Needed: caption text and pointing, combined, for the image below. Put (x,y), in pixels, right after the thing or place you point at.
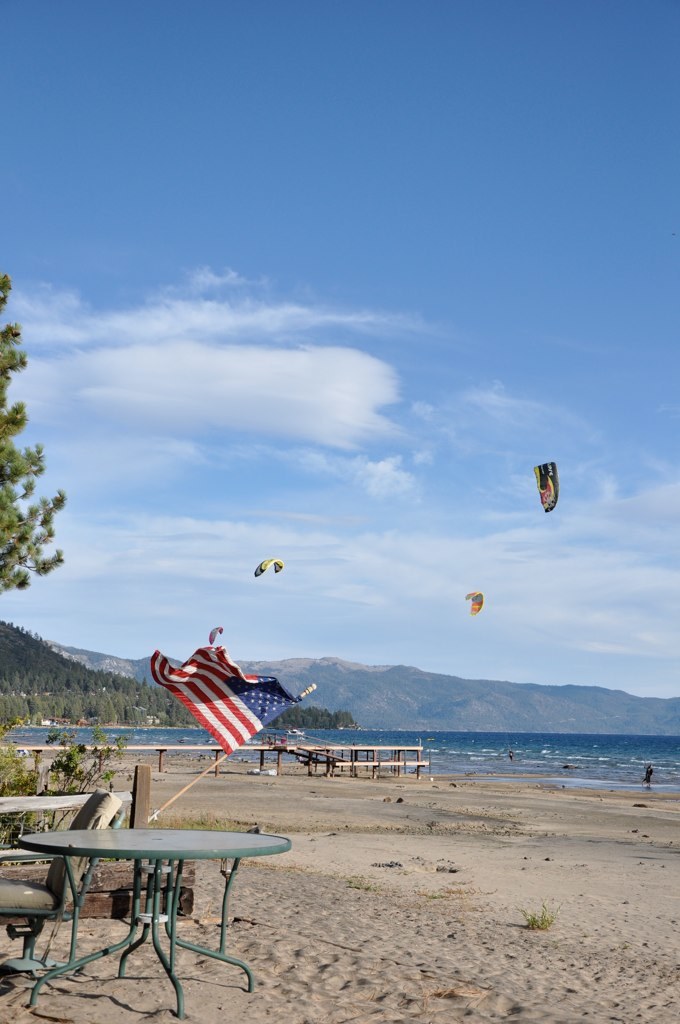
There is a sky (496,442) in the right (520,530). In the middle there is a flag (264,709). Table (106,841) and chair (53,879) at the left (36,881).
